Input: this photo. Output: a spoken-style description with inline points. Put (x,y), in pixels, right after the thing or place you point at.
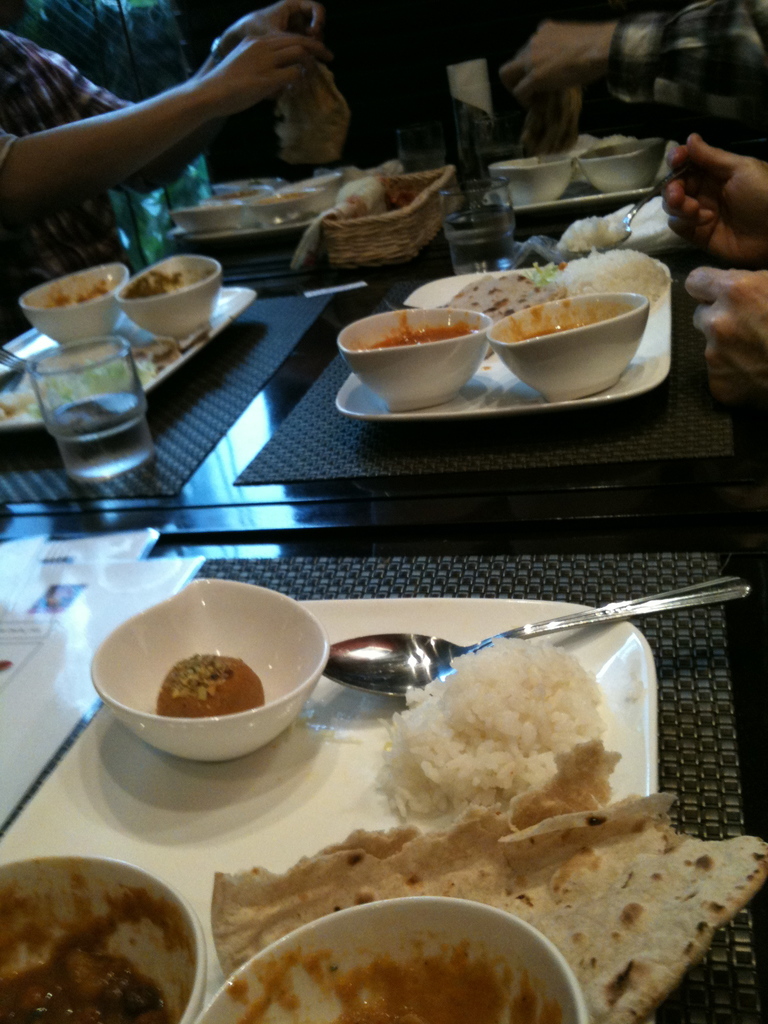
In this image I see number of food items (150,287) and I see few persons (170,139) in which these both of them are holding food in their hands (277,71) and this person (675,182) is holding a spoon (632,212).
